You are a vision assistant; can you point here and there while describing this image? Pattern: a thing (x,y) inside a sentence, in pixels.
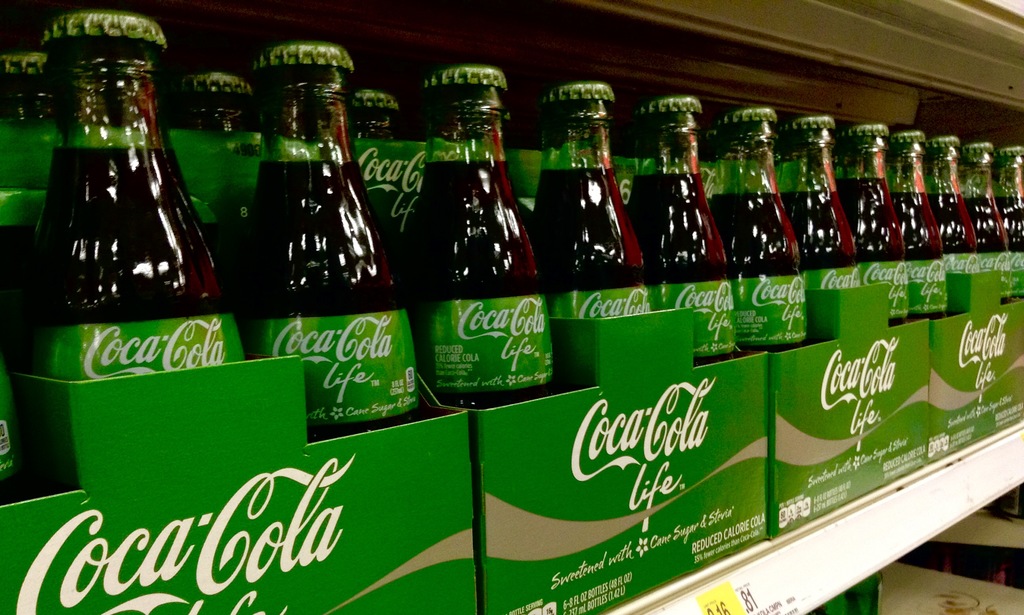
there are glass bottles (332,226) placed in green cartons (276,591). on the carton (579,499) coca cola life is written.
